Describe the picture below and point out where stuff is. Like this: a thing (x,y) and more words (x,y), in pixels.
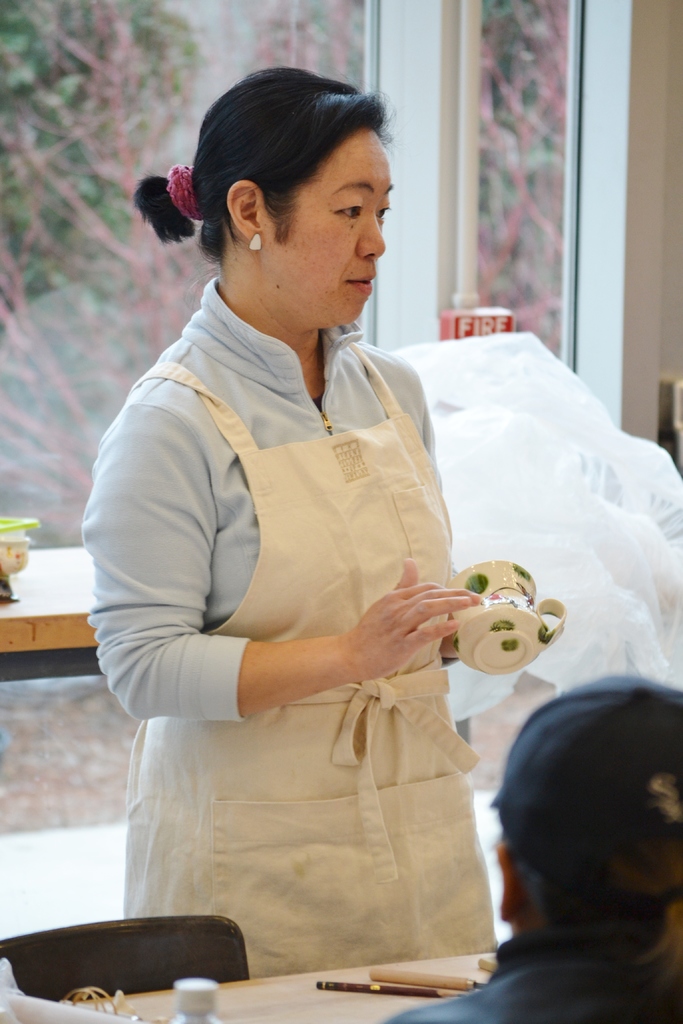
This is the picture of a lady (342,724) who wore an apron (389,701) and holding a cup (543,632) in her hand (472,605) and standing in front of the table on which there are some pens (438,980) and a bottle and a person (535,881) in front of the table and behind her there is a glass door (186,123).
